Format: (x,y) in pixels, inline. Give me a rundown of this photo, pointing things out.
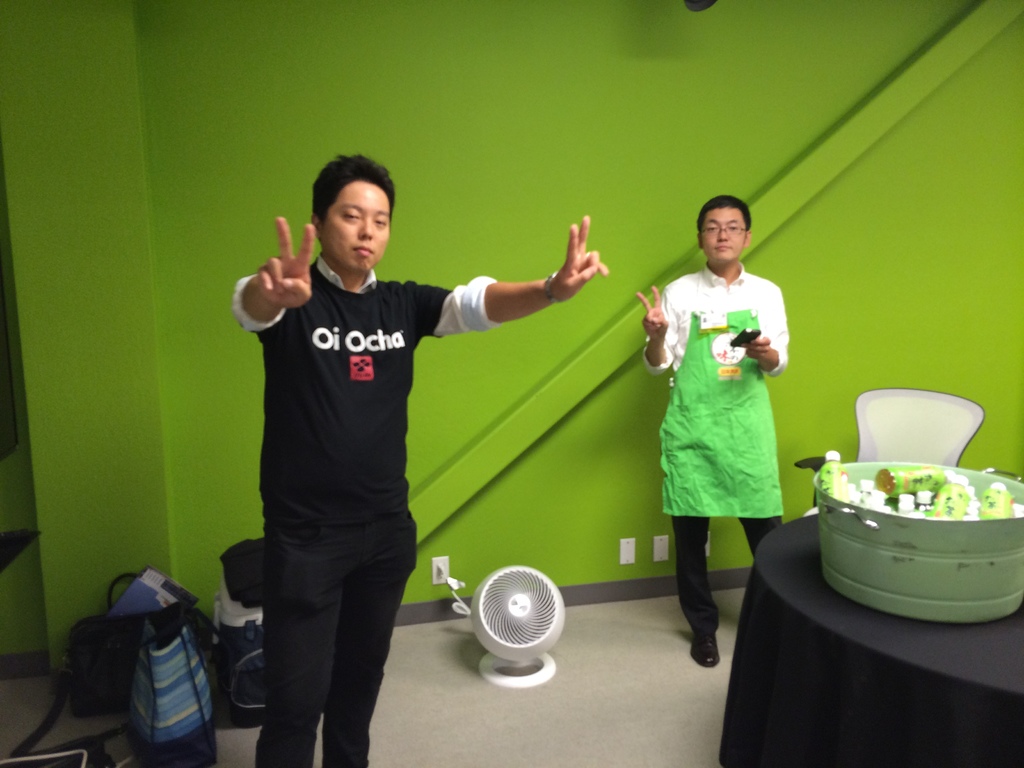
In this picture we can observe two members (692,495) standing. One of them was wearing a black color dress (385,442) and the other was wearing a green color apron (714,412). We can observe a bowl (875,591) on the table (821,634). There is a black color cloth (782,670) on the table (813,703). We can observe a fan (522,642) on the floor (418,631). There are bags (177,646) on the left side (180,610). In the background (214,289) there is green color wall (503,125).
